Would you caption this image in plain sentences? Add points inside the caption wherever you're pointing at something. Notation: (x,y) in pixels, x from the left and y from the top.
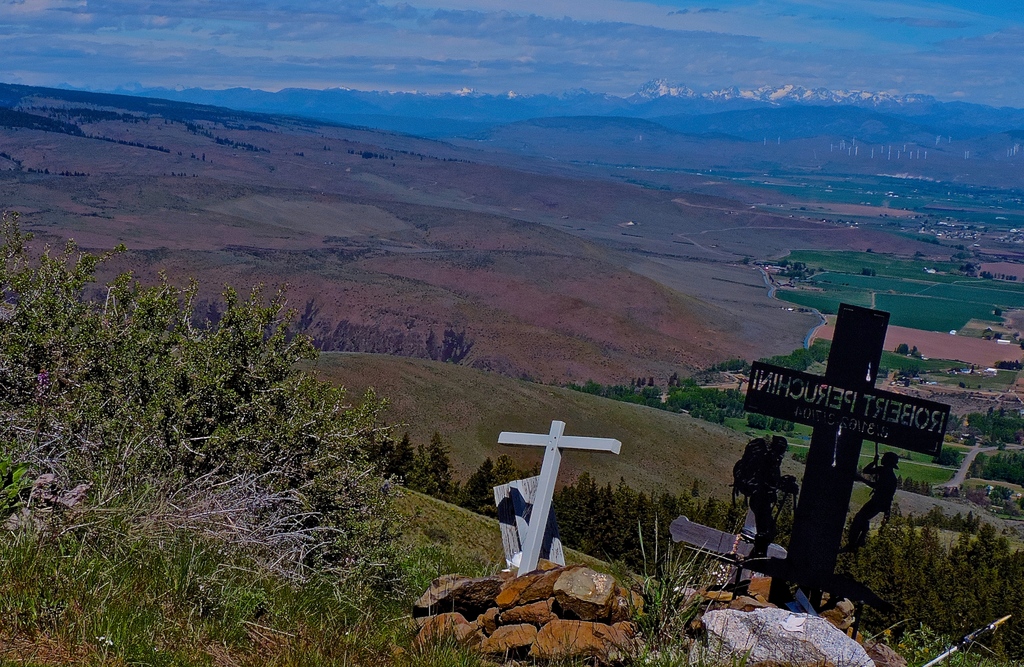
In this image I can see few stones (468,626), plants (296,567), cross symbols (524,543) and the people (761,527). In the background (567,544) I can see many trees (704,398), ground (639,243), clouds (522,77) and the sky (508,72).
